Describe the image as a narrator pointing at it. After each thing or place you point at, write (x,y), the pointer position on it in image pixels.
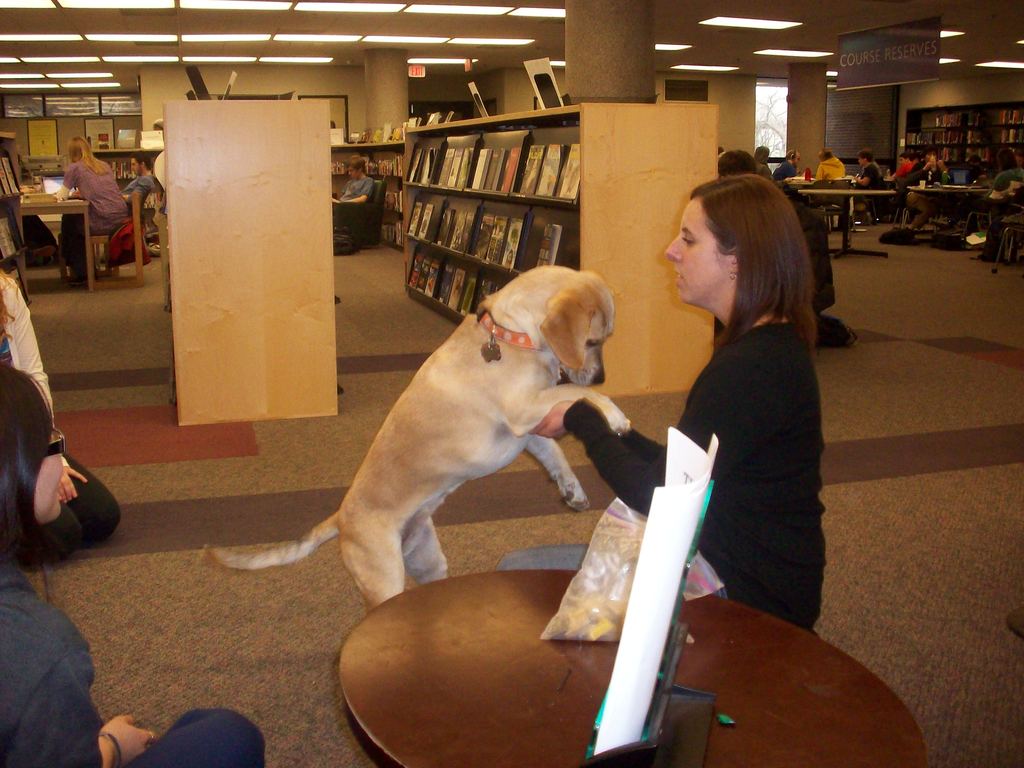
This is a ceiling (707,30) and lights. We can see a board (910,61) here. We can see all the persons (872,178) sitting on chairs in front of a table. This is a library (929,142) and we can see books (946,136) in a rack (959,142). This is a floor (980,280). On the table (606,678) we can see a packet (626,590), paper (661,614). We can see a dog (512,415) and a woman (792,414) here.
